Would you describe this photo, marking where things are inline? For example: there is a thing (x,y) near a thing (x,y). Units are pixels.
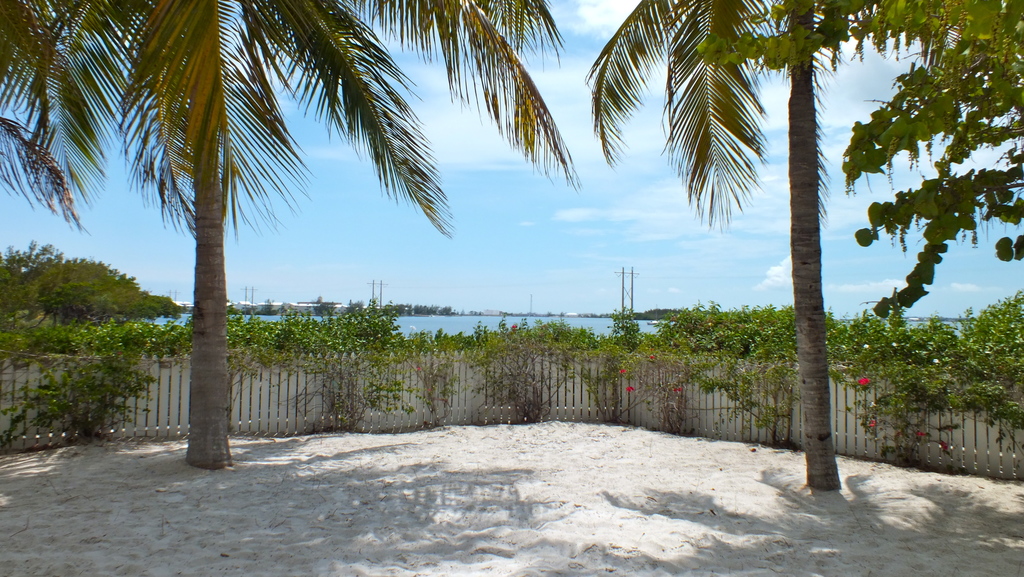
In this image, we can see so many trees (938,232), plants (979,396), wooden fencing (962,445). At the bottom (451,548), we can see sand (445,518). Background (519,259) there is a water (462,324), poles (622,313), sky (557,263) we can see.
